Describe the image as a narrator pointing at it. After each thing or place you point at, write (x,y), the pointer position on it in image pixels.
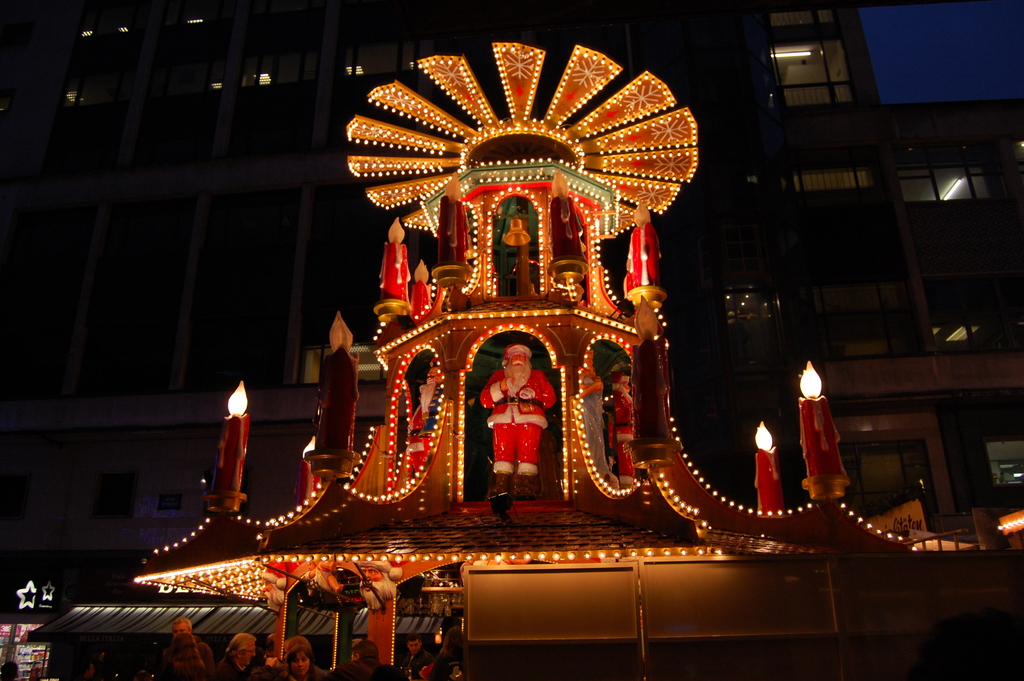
This picture is captured during the night time. We can see a building (742,106) and the lights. In this picture we can see the decoration (535,546) with the lights (646,552), candles (648,449), bells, santa clauses (618,429). At the bottom portion of the picture (313,669) we can see the people (5,671). In the bottom left corner (54,655) it seems like a store (37,647).
